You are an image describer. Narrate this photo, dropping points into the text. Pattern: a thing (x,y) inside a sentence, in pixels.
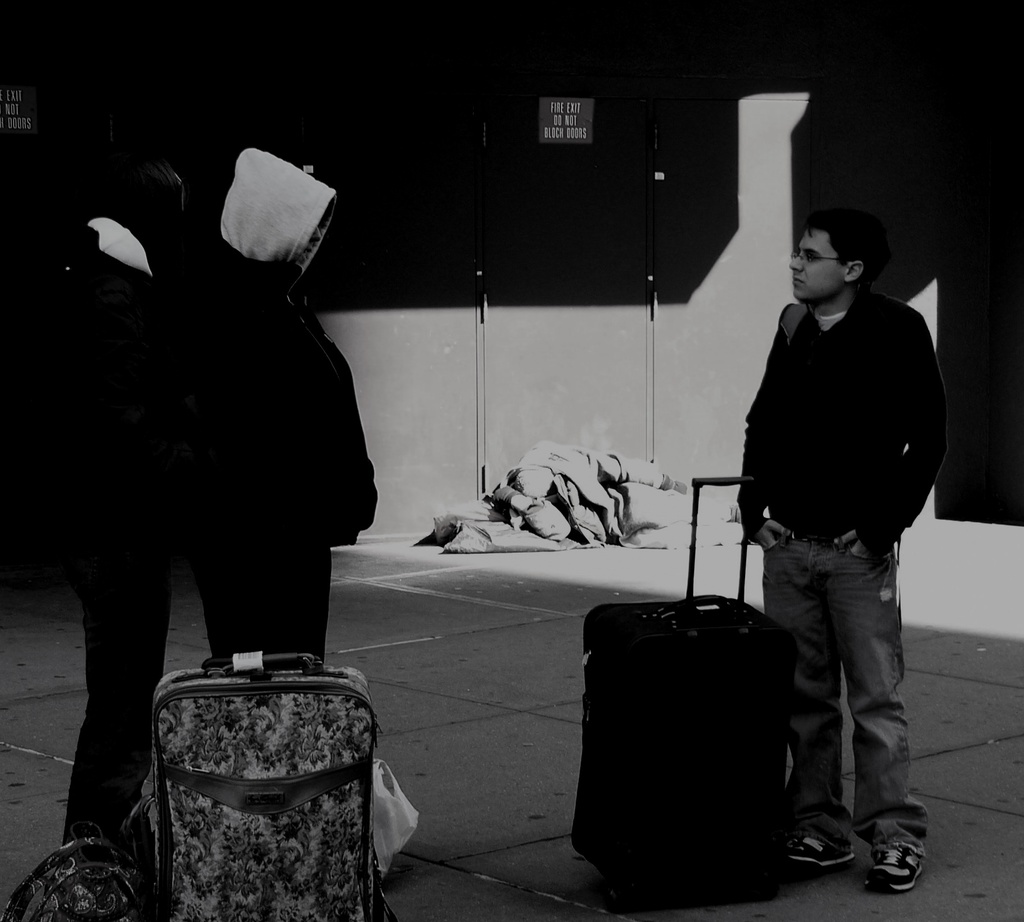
In this picture we can see three people (808,355) standing and bags (735,699) on the floor (427,754). In the background (388,186) we can see the wall (437,158), name boards (568,124) and clothes (547,503).
